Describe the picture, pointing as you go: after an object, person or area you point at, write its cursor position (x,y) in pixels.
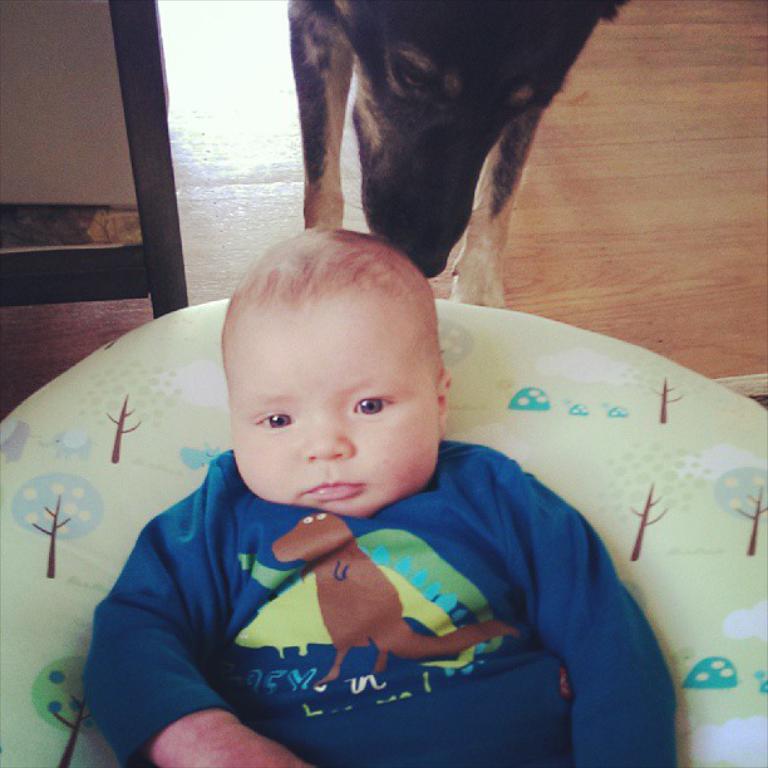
Here we can see a baby (248,754) sitting on a bean bag (189,413) and there is a dog (386,97) behind him.
